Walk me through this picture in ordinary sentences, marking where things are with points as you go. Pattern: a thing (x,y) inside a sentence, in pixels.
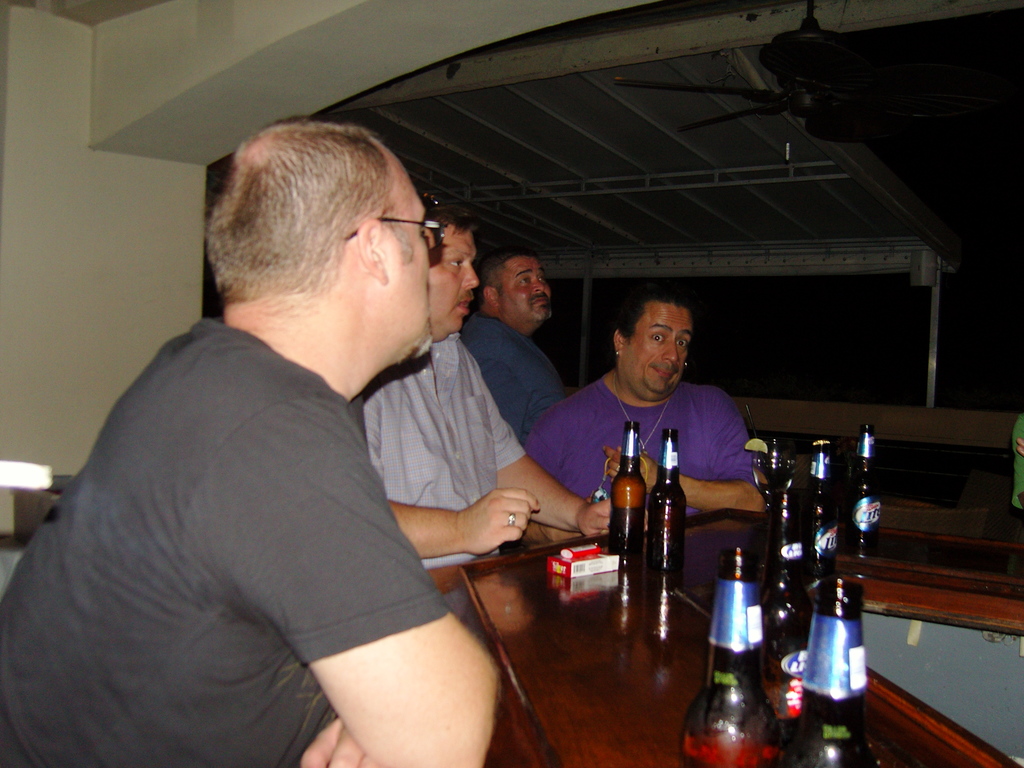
In this image there are four people (482,423), there are bottles (847,583) on the table (664,760) and at the top (742,96) there is a fan (796,38).
